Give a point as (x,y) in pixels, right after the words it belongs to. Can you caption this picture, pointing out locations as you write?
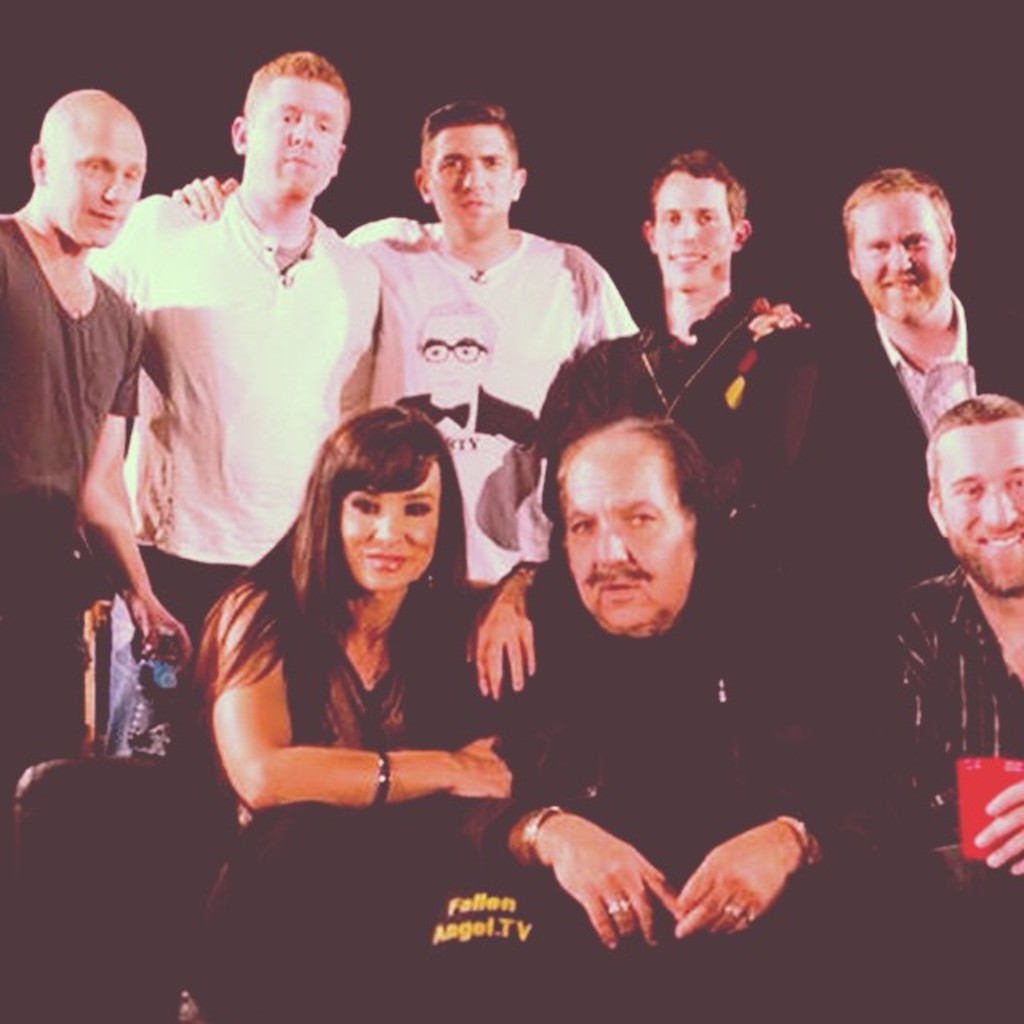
In this picture there are group of people (230,274). The background (608,49) is dark.
